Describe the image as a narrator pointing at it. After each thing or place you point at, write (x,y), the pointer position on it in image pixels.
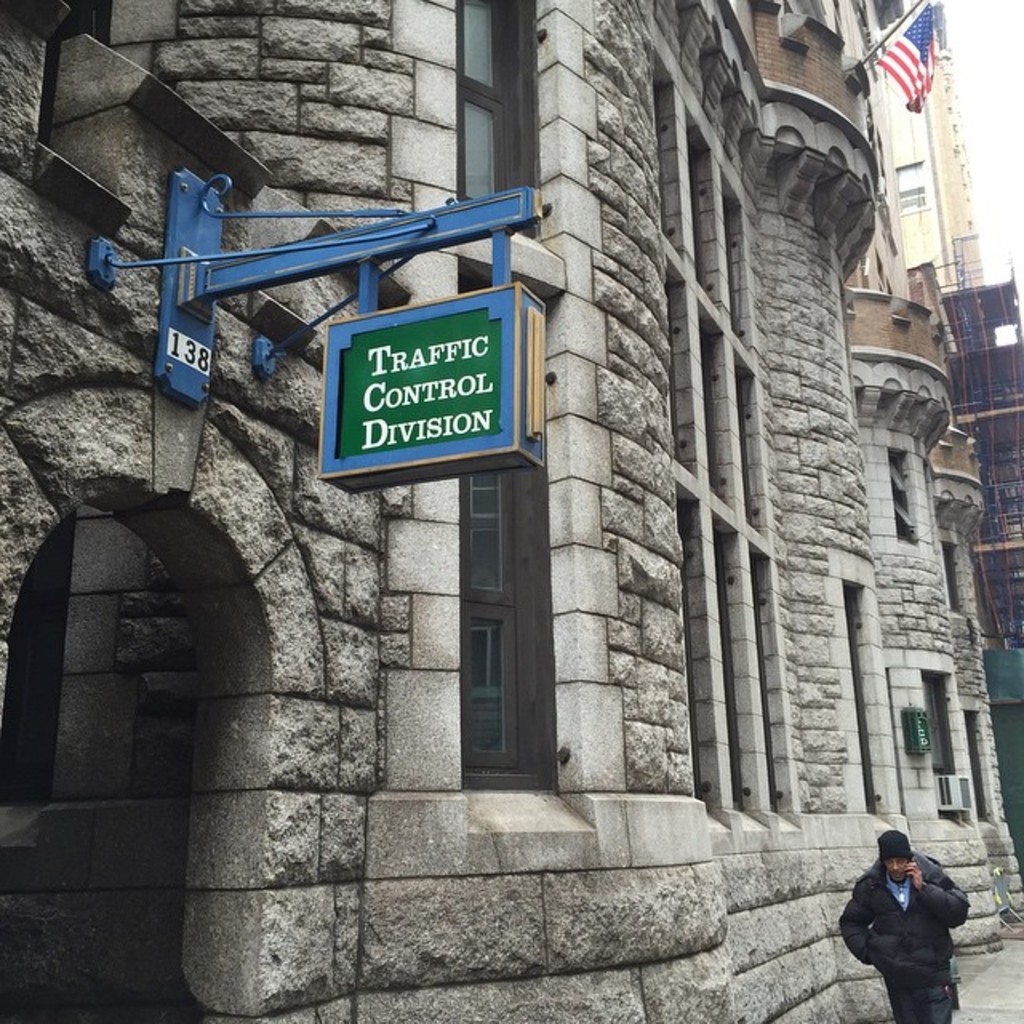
In the picture I can see a stone building (643,491) where a blue color board (327,423) is fixed to it on which we can see some text (376,412). Here we can see a person (871,954) wearing a black jacket (888,960) and cap (906,844) is talking on the mobile phone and walking and he is on the right side of the image (893,966). Here we can see a flag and the sky (977,139) in the background of the image (1004,134).
